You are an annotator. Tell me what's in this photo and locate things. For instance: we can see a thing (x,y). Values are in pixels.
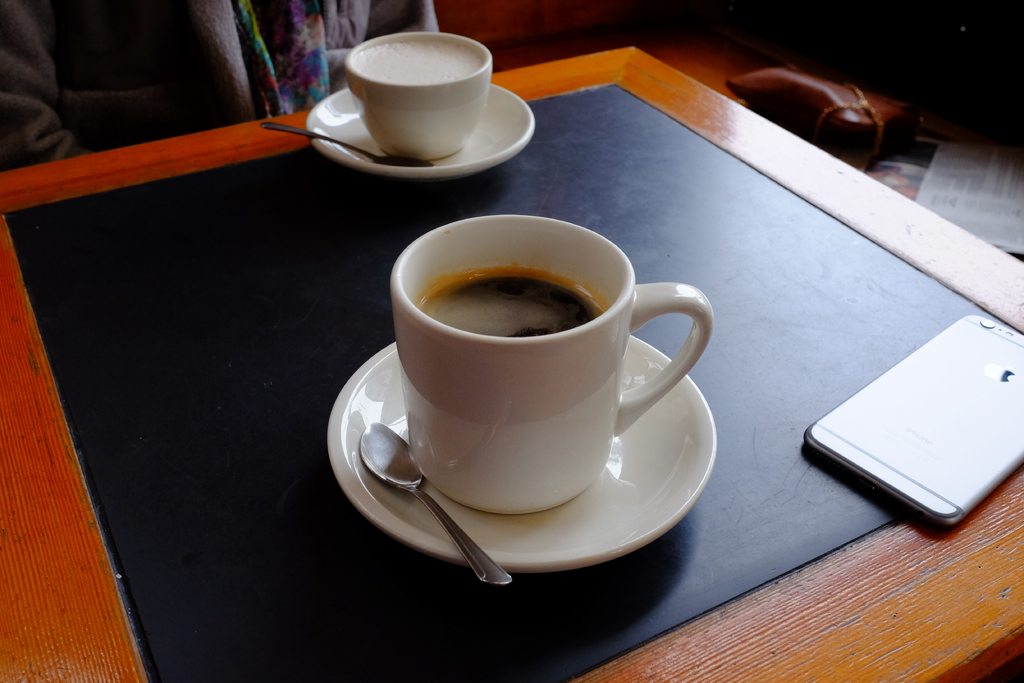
In this image I can see two cups (501,428) with saucers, spoons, also there is a mobile (954,399), which are there on the table (750,299). In the top left corner (98,4) there is a person (154,40). In the top right corner (968,170) there is a paper (956,160) and a bag (815,75).
